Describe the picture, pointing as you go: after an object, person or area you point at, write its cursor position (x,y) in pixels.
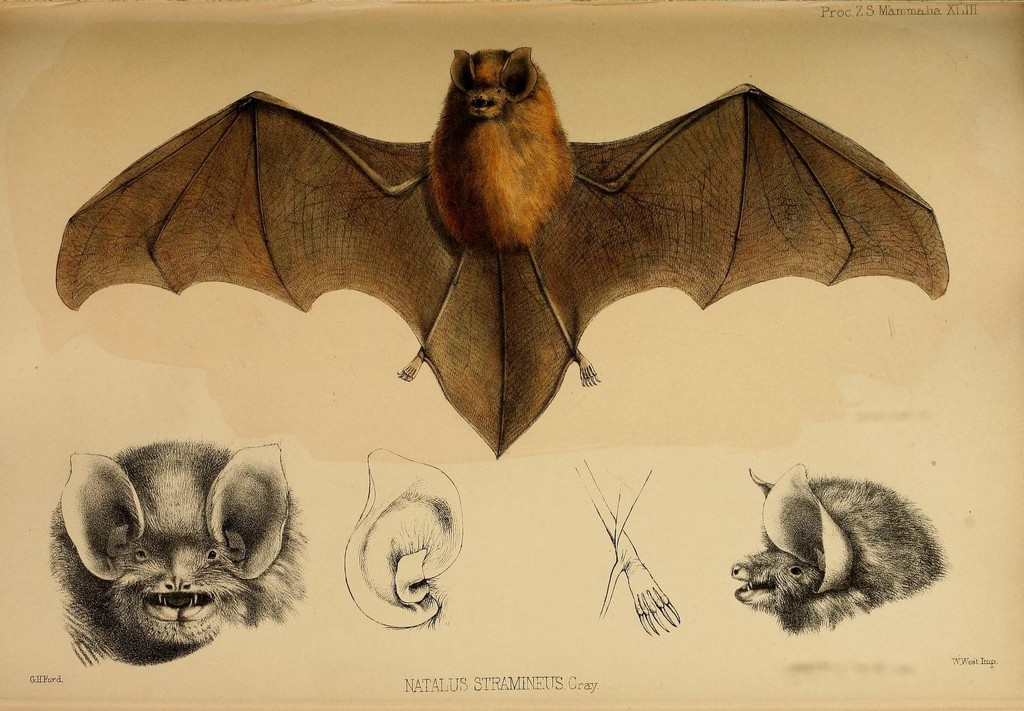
In this image we can see a paper (405,383), on that there are drawings (483,430), and pictures (506,260) of animals (523,384), also we can see some text (532,686) on the paper (755,81).
